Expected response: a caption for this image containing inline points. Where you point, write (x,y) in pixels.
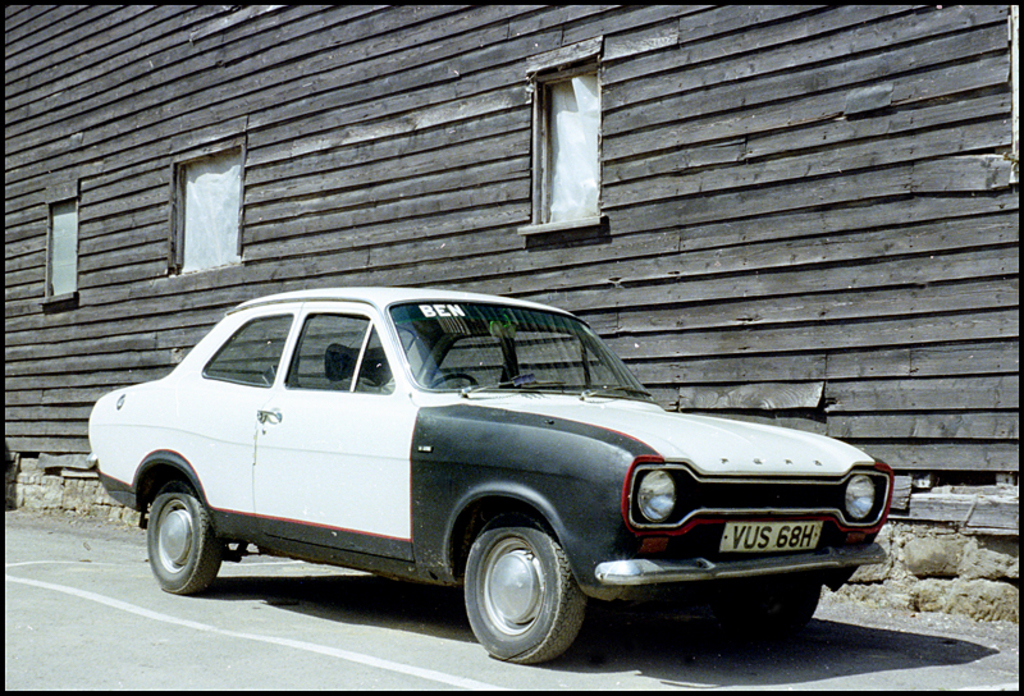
In this image we can see a car (121,485) on the road (154,602). Near to the car (431,347) there is a wall (302,236) with windows (239,189). Also there are bricks (907,562).
